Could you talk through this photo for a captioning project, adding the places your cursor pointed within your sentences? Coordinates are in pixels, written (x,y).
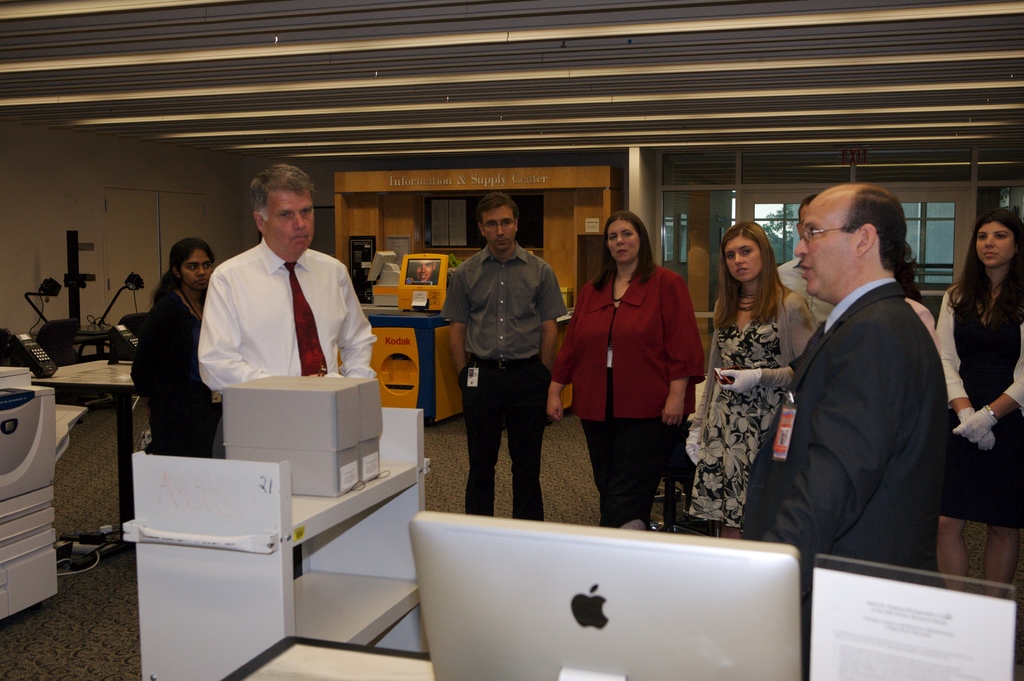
In the image we can see few persons (938,427) were standing. In the front (641,610) bottom we can see table (325,590), on table (324,511) there is a computer (642,626), box (262,406) etc. In the background (68,155) there is a wall (58,162), table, phone (50,364), photo frame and glass (943,243).
